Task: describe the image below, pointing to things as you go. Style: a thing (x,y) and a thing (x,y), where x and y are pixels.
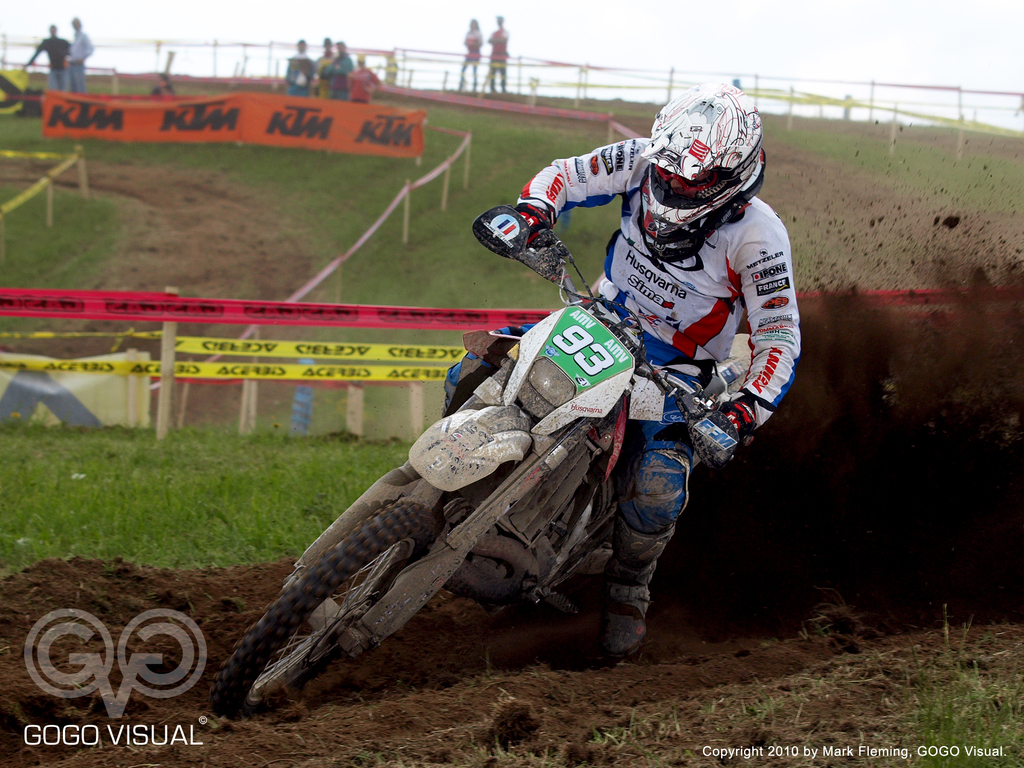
In this image I can see the person (633,299) with the motorbike (478,477). The person (701,272) is wearing the colorful jersey (688,314) and the helmet (676,219). He is on the ground (173,579). To the side I can see the railing (171,374) and the colorful banners (214,320). On one of the banner (184,137) I can see the name (278,121) KTM. In the back ground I can see few people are standing and wearing the different color dresses (323,97). In the back (417,15) I can see the white sky (560,16).
